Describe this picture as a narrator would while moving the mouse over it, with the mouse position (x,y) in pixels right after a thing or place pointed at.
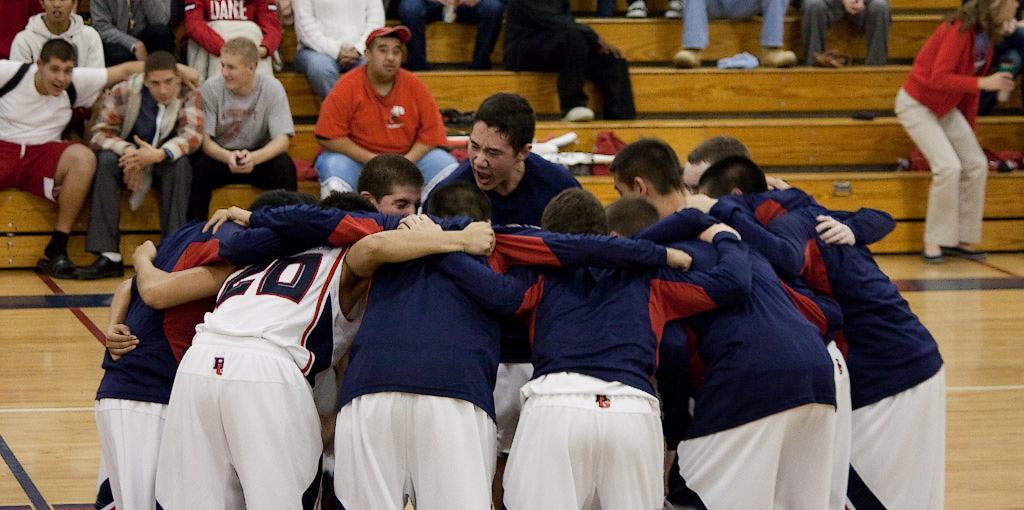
In this image I can see a group of people (561,408) standing together on the floor (31,334) beside them there are so many stairs (748,21) where we can see other group of people (948,26) sitting.
